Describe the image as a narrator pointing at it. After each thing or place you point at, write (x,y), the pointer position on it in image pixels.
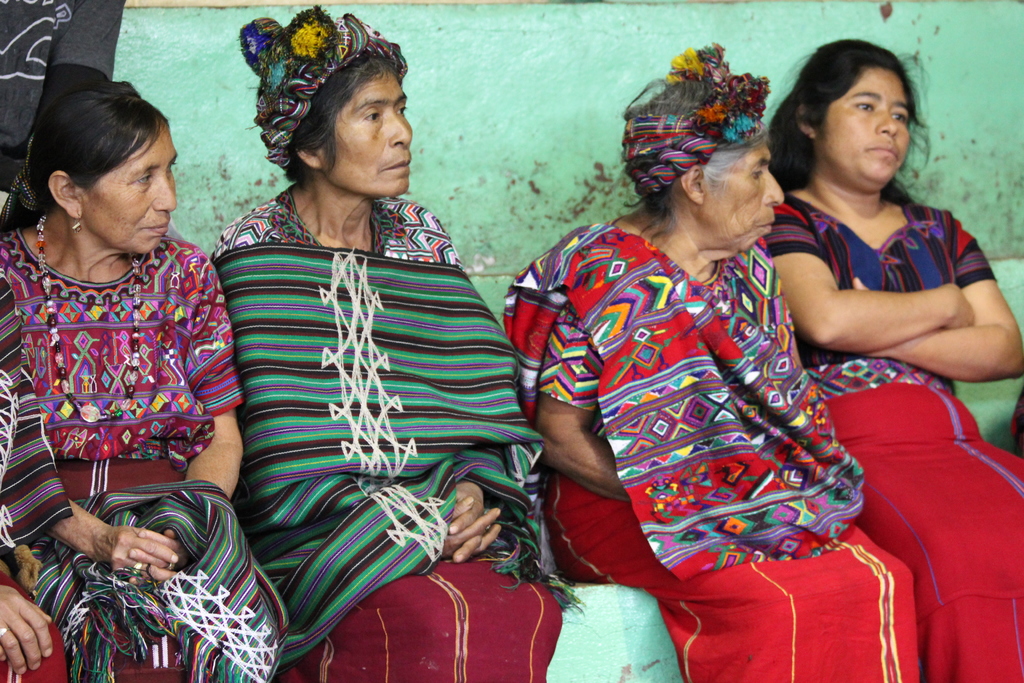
In this image women (918,302) are sitting. Background (478,220) we can see cloth (104,28) and wall (491,170).
